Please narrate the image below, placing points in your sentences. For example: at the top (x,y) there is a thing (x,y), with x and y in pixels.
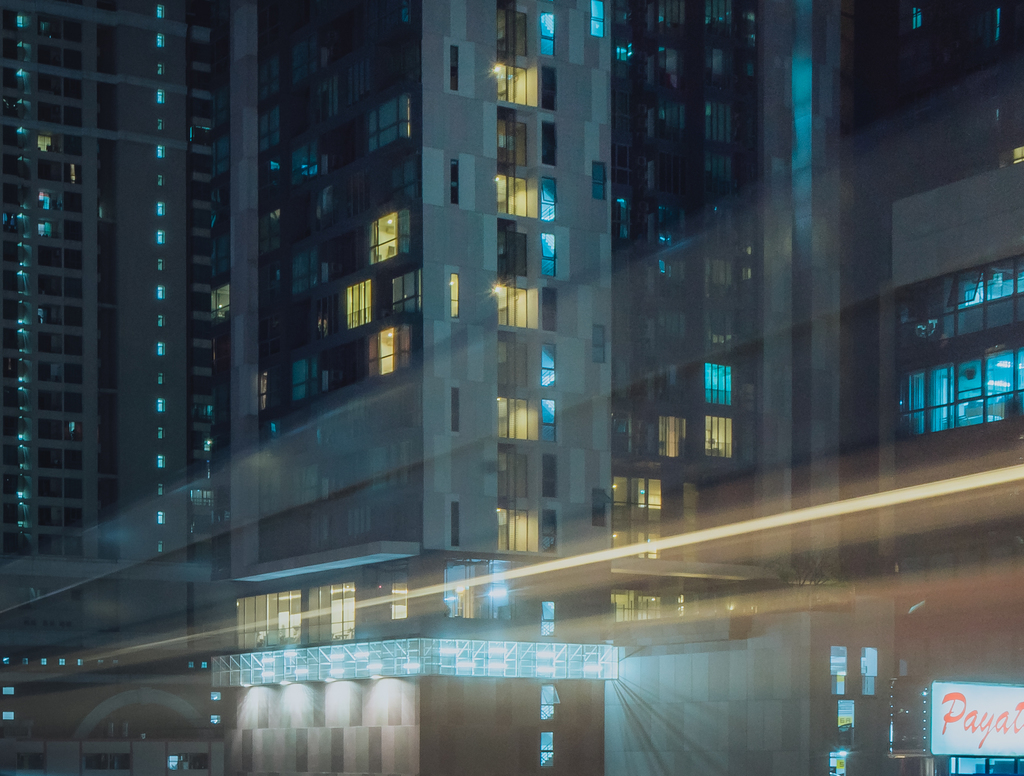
In this image we can see buildings (459,250) with windows (502,191). To the right side (958,690) bottom of the image (952,690) there is a advertisement board (960,730) with some text (974,720).
